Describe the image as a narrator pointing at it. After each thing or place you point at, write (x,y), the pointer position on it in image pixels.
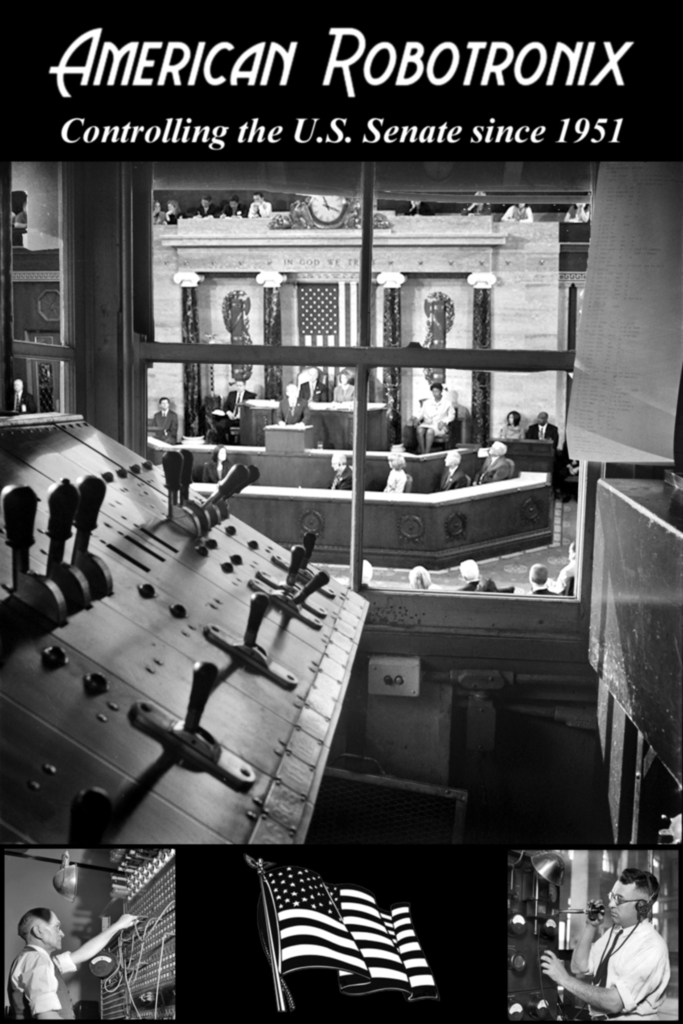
Here this picture looks like a poster, in which we can see a group of pictures present, at the top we can see a machinery item (83,528) present and we can also see a window (204,323) through which we can see people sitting and standing over a place (408,449) and we can also see a flag post (306,906) in a picture and beside that on either side we can see two men (638,960) standing and doing something to the electronic device (539,939) present.
